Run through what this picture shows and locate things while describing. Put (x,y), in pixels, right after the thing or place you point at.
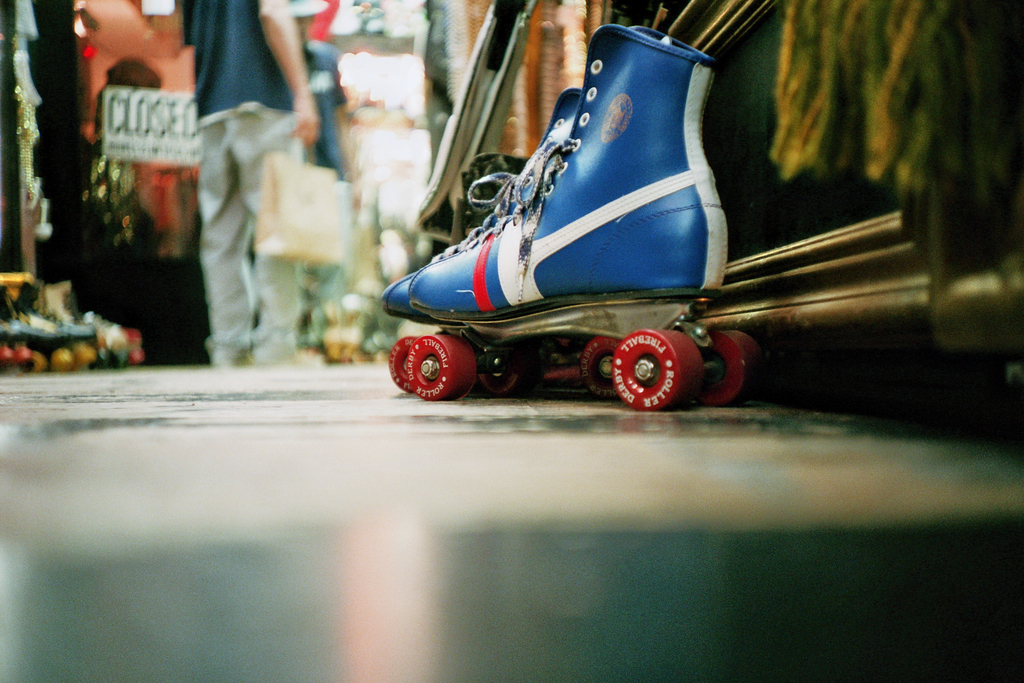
In this image in front (389,526) there are quad skates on the floor (448,519). In the background of the image (255,178) there are people (240,282) standing on the floor (373,483).
